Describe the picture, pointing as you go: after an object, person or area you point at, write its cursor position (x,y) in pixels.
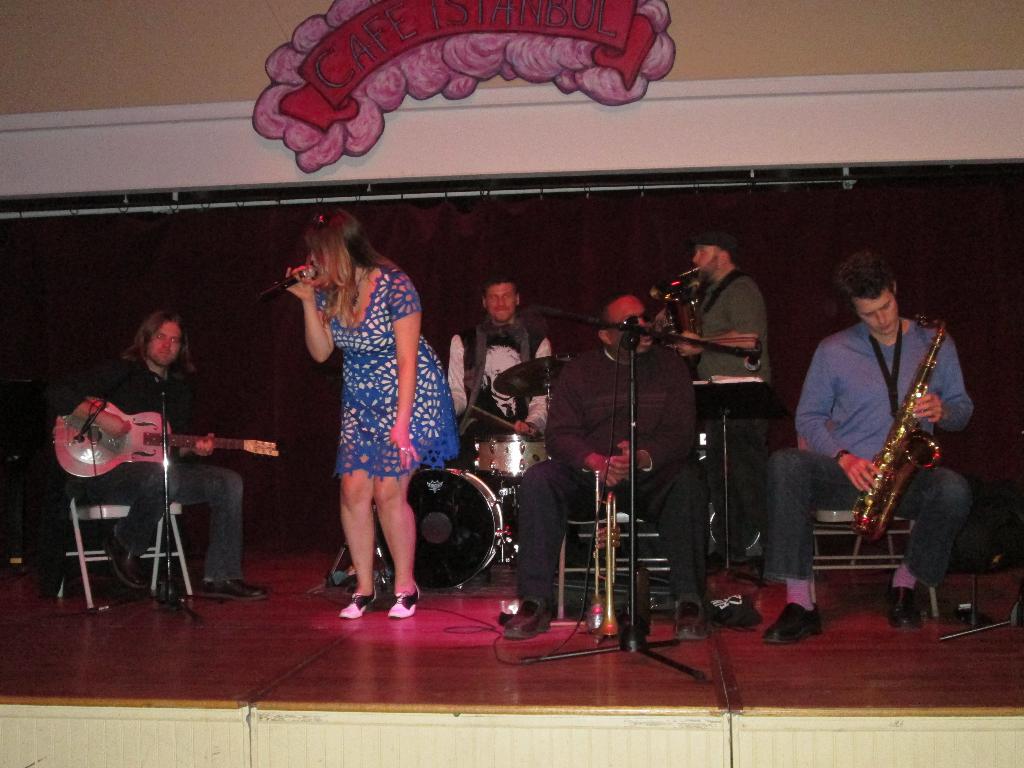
This picture consist of a musicians (565,447) performing at the stage (439,609). The man (845,419) at the right (872,416) is sitting on a chair (836,520) and is holding a musical instrument (912,433). The man (679,416) in the center (666,429) is sitting on a chair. The woman (407,426) wearing a blue colour dress (380,379) in the center (388,396) is standing and is singing holding a mic (311,276) in her hand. At the left side (124,405) the person (132,408) is sitting and holding a guitar (118,446) and playing it. In the background (466,387) the man (496,365) is sitting in front of the musical instrument (498,442). At the right (728,328) in the background (734,342) the man (731,334) is playing musical instrument (679,305). There is a black colour curtain (213,261) in the background (232,262) and a banner (457,89) with a name cafe Istanbul written on it.
